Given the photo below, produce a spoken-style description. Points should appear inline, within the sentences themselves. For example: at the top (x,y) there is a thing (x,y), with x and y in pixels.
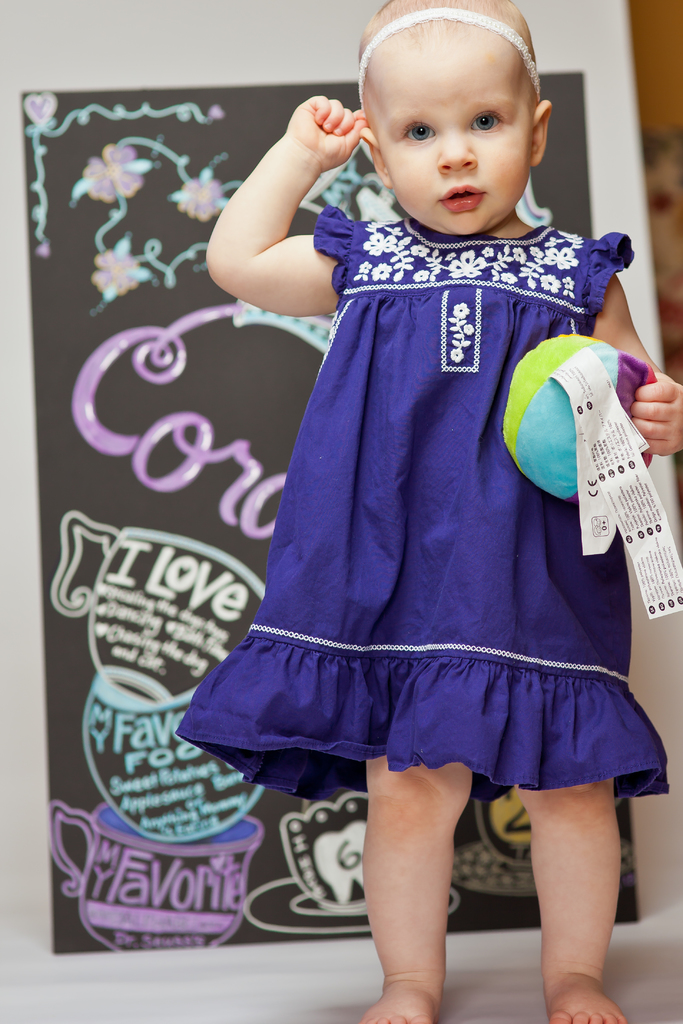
In this image, we can see a kid (506,541) holding some object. We can see the ground (368,997). We can see the background with the poster (267,847).
